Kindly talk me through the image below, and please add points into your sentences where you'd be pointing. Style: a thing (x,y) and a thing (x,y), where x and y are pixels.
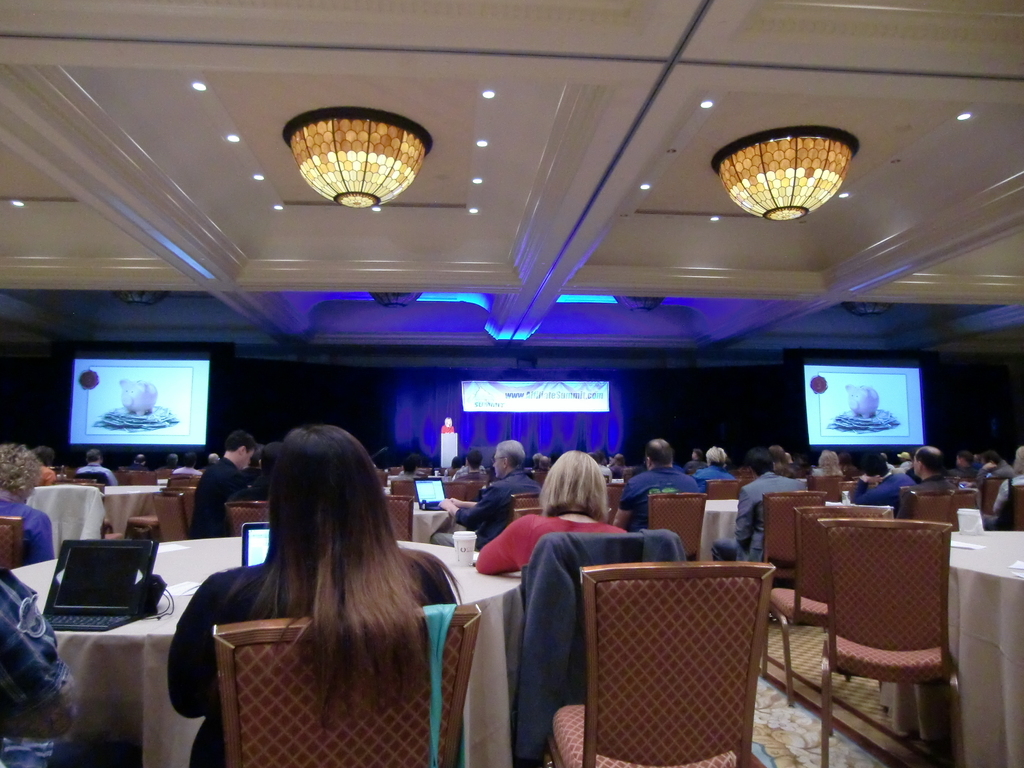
In this picture we can see a group of people (311,636) sitting on chairs (935,501), tables (463,584) on the floor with laptops (260,541), glasses (464,539) on it and in the background (86,401) we can see screens (919,383), ceiling (228,331), some objects (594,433).
